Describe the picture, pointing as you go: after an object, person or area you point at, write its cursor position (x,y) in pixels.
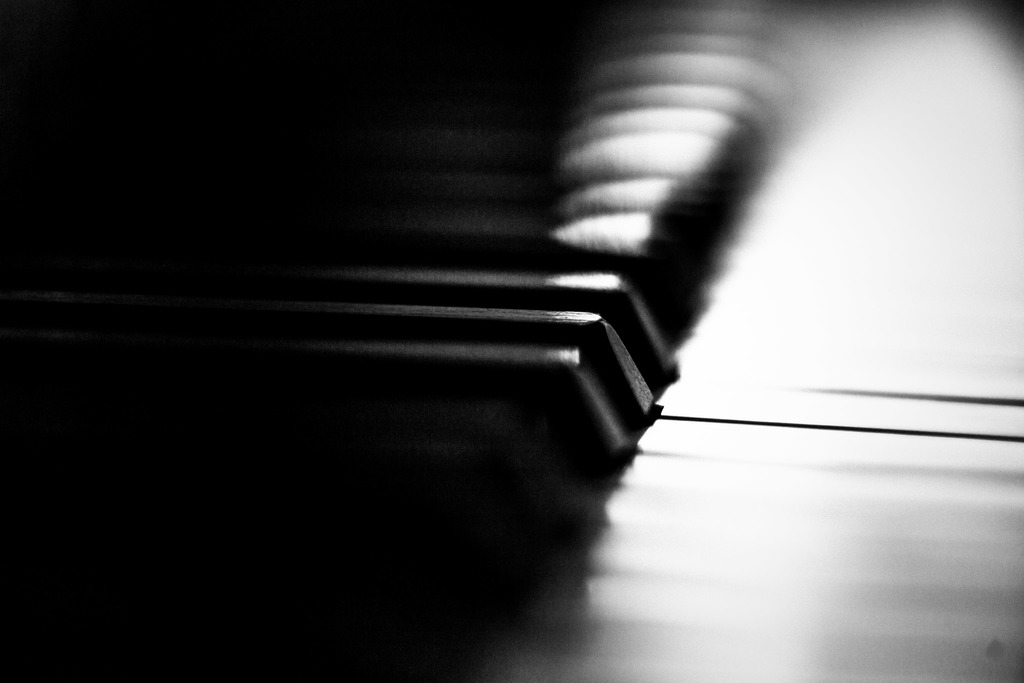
This image consists of a piano (975,402). The background (513,6) is too dark and blurred.
